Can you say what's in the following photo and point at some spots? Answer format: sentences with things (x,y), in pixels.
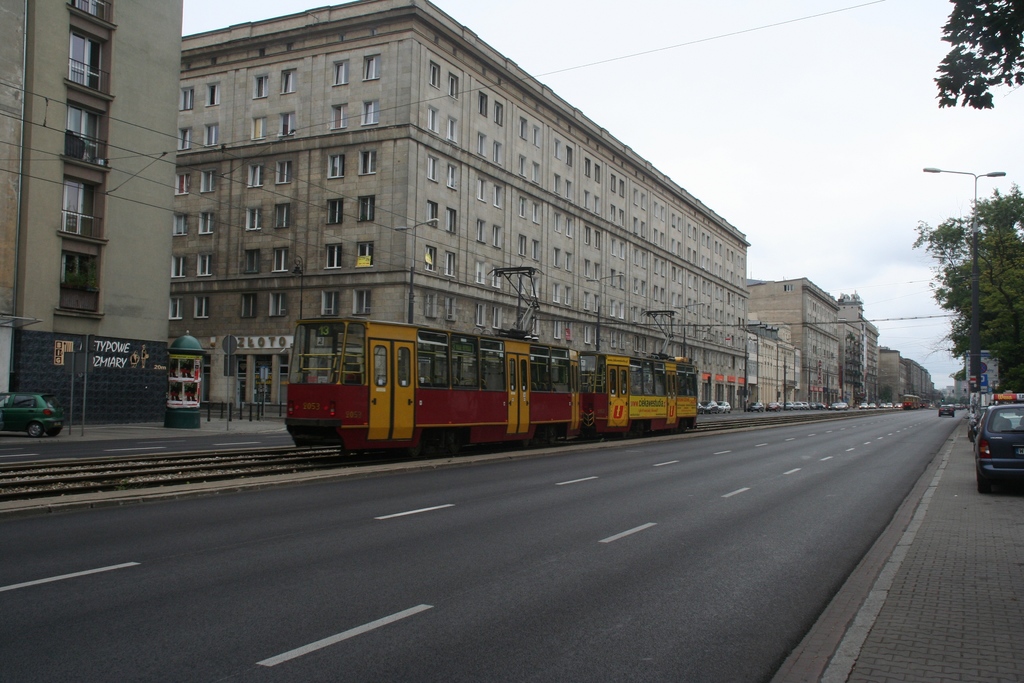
In this image, in the middle (676,333) there are buildings (848,393), vehicles (32,430), train (652,398), street lights (978,406), poles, cables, road (809,434), trees (1008,380), windows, shops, sky (712,82) and clouds (751,149).
